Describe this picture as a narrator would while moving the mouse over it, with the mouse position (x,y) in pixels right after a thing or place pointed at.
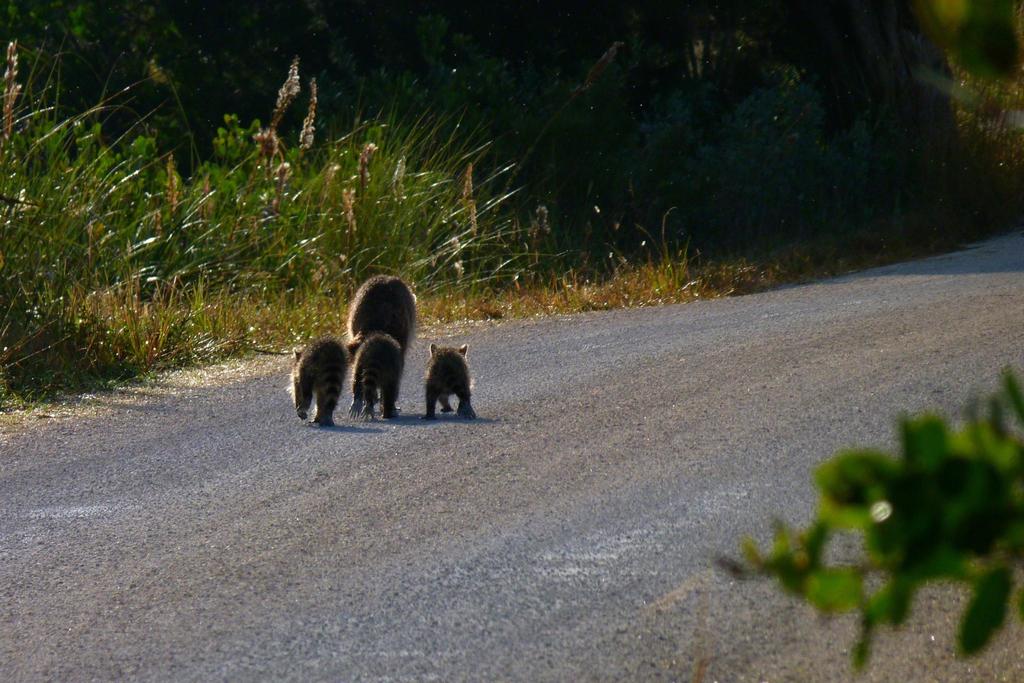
In this image I can see few animals (370,309) walking which are in brown and black color. In front I can see green color grass (324,200) and trees (641,53).
